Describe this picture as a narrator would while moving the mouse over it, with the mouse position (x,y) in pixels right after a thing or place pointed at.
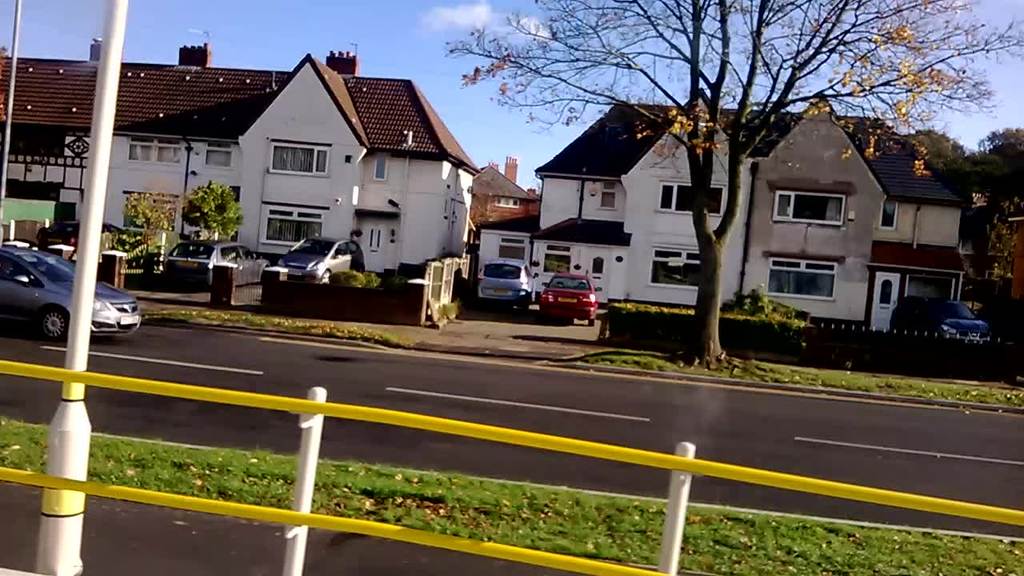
In this image there is a fencing (721,468) and a pole (68,438), behind the fencing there is a road (292,371), on that road (196,347) there is a car (99,303), in the background (392,174) there are houses (775,174) and cars (202,276), trees (728,239) and the sky (706,63).
